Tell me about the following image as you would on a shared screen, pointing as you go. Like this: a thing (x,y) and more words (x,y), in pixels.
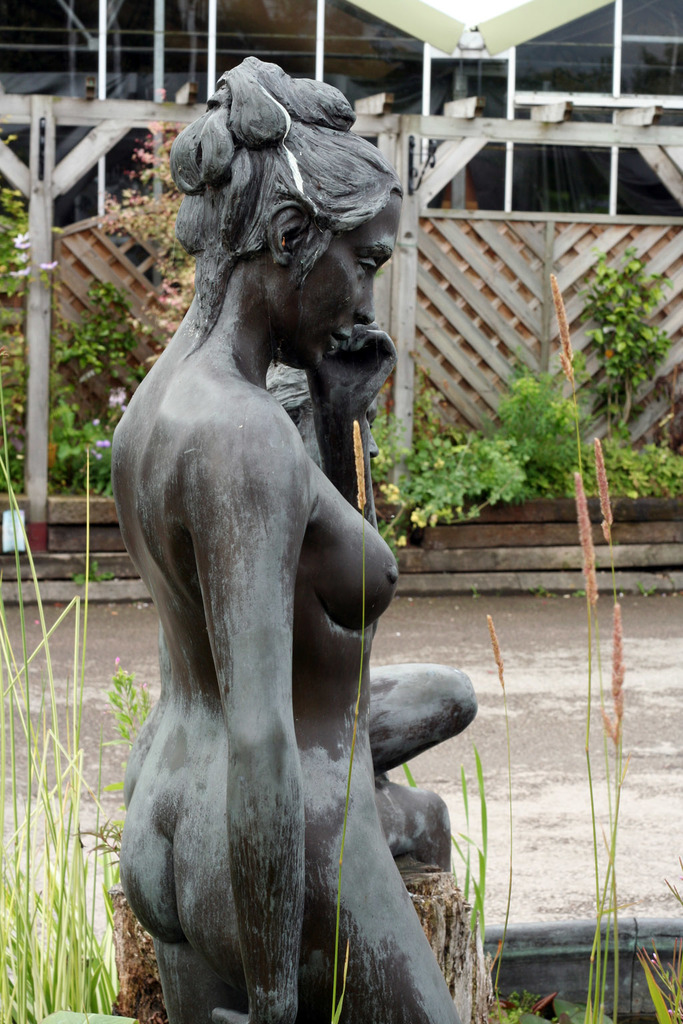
This picture shows statue (384,247) of a woman (239,195). We see plants (516,460) and a wooden fence (37,256).
